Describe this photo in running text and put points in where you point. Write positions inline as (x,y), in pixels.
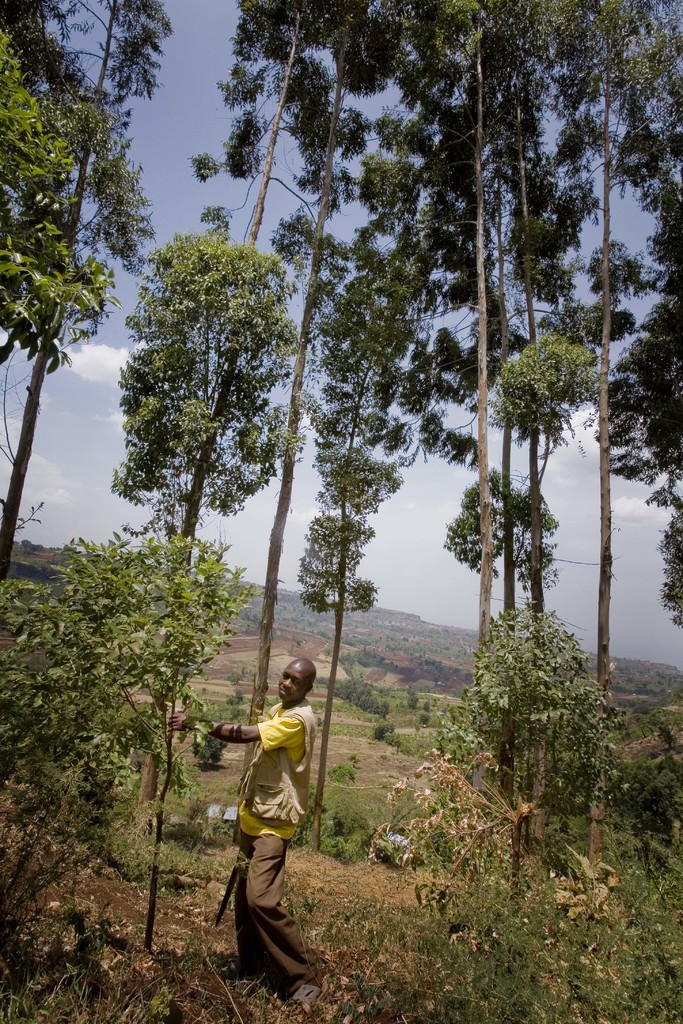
In this picture I can see a person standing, there are trees (661,441), and in the background (184,21) there is the sky (184,21).
